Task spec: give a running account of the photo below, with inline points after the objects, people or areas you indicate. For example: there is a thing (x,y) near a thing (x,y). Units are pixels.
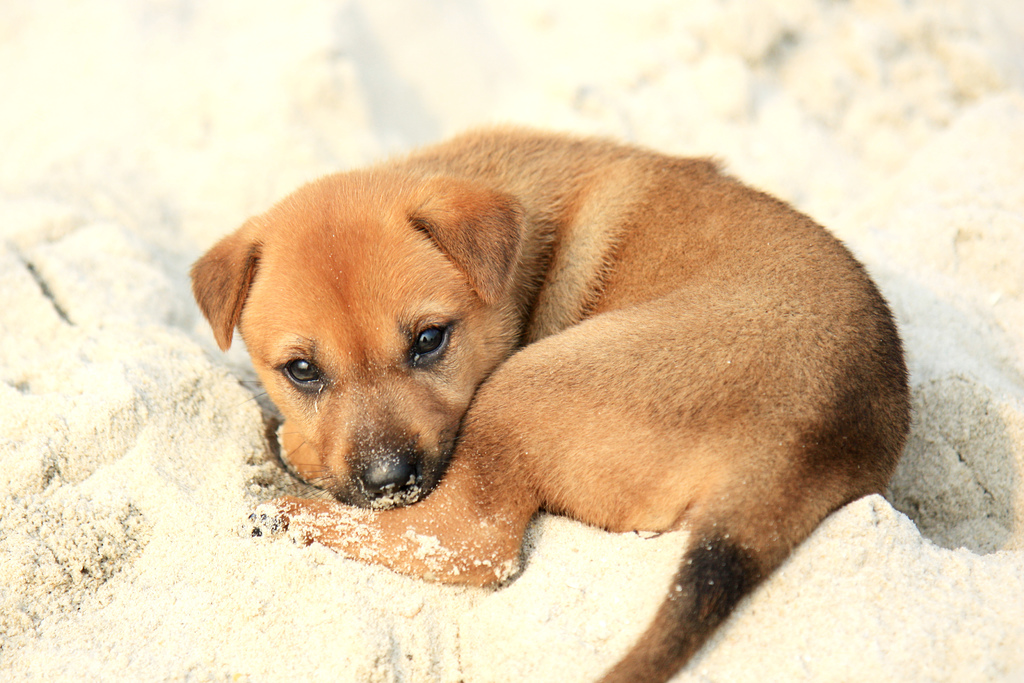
In this image we can see a dog (485,259) on the sand (978,511).
